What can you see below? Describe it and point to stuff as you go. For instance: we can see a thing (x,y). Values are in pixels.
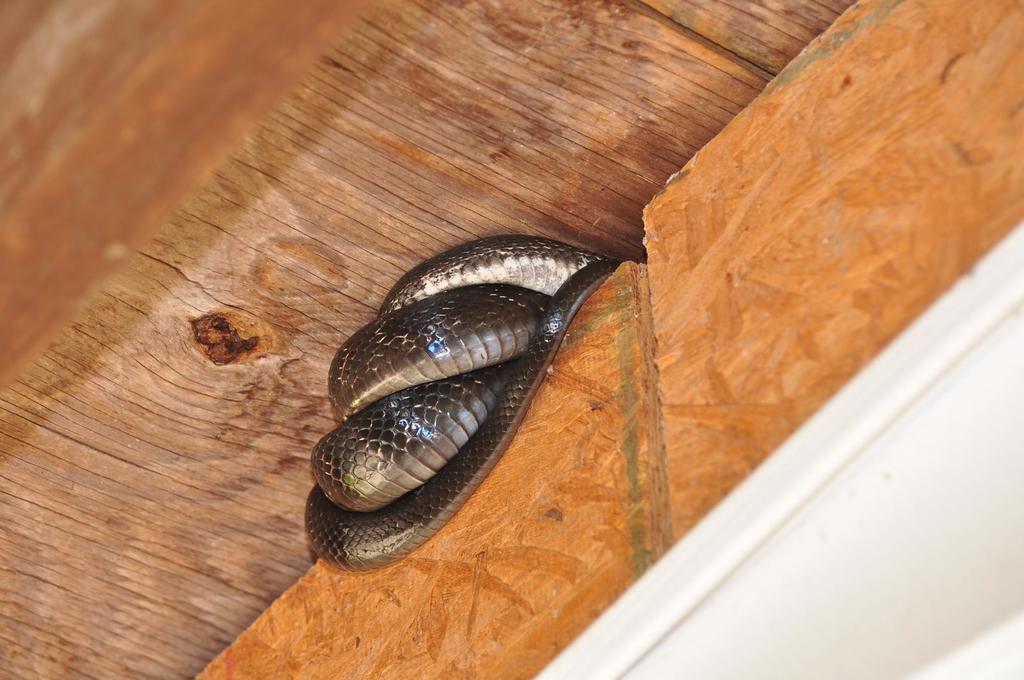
In this image there is a snake (386,467) on the wooden boards (665,439). At the bottom of the image (566,506) there is a wooden panel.
